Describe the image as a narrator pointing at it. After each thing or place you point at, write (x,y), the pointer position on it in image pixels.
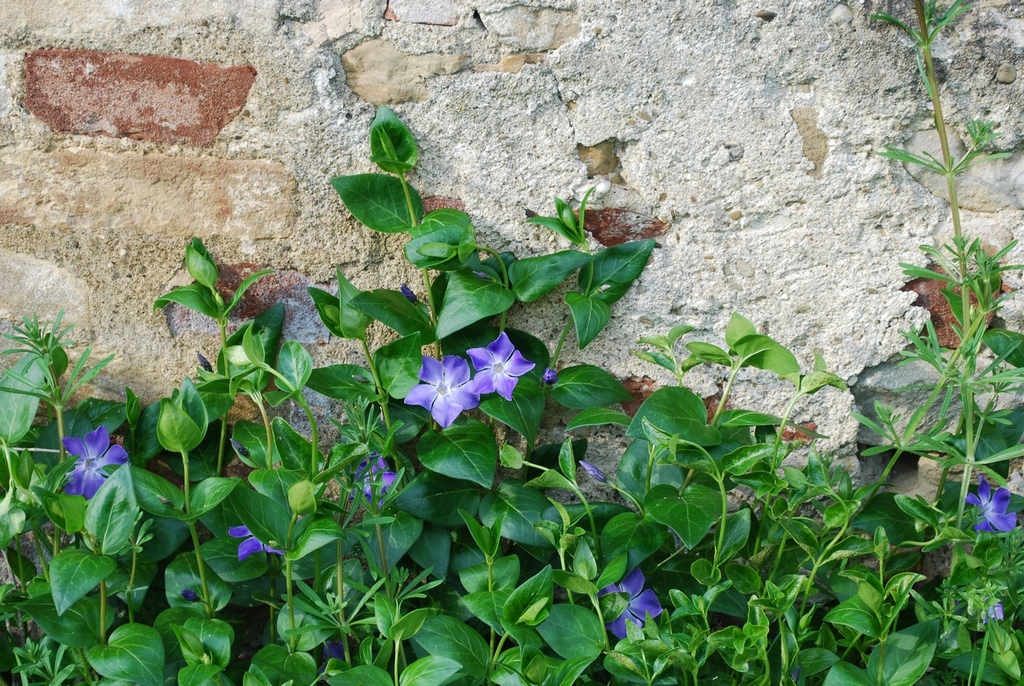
This Picture shows few plants (563,532) and we see flowers (442,410) to it and a brick wall (836,322).
